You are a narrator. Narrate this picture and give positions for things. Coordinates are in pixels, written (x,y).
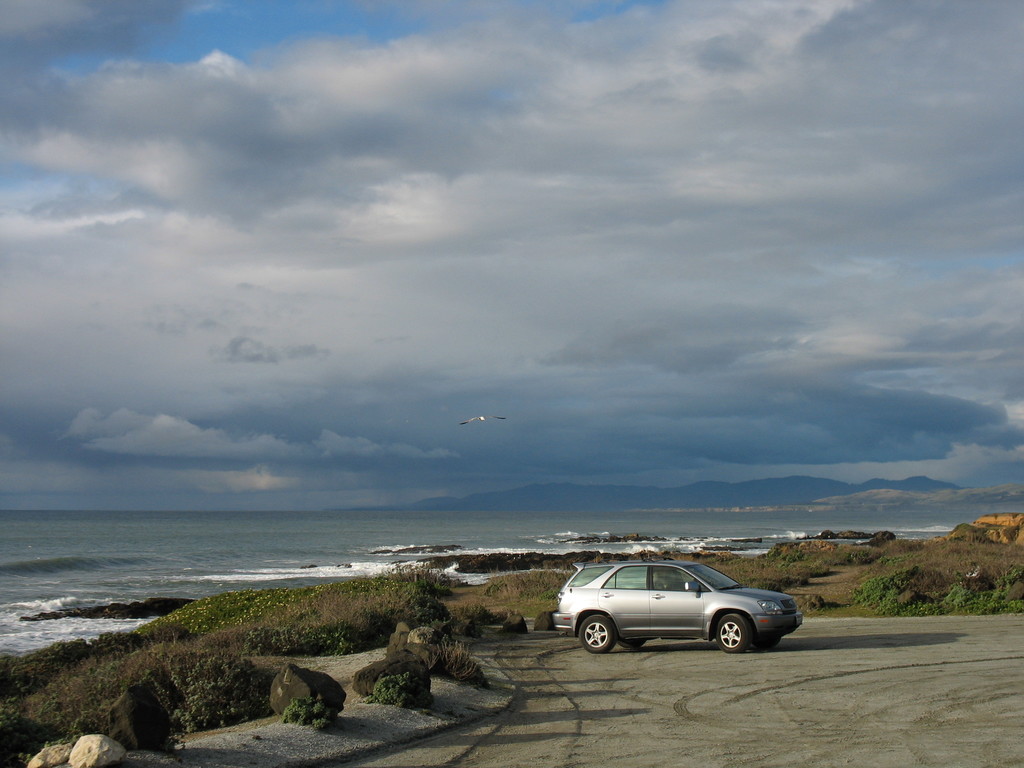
In this image I can see the vehicle (601,634) on the road (741,707). The vehicle (680,624) is in ash color. To the side I can see some plants (290,634), rocks (522,619) and the water (287,582). In the background (587,454) I can see the bird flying in the air (445,446), clouds (367,234) and the blue sky (371,15).
